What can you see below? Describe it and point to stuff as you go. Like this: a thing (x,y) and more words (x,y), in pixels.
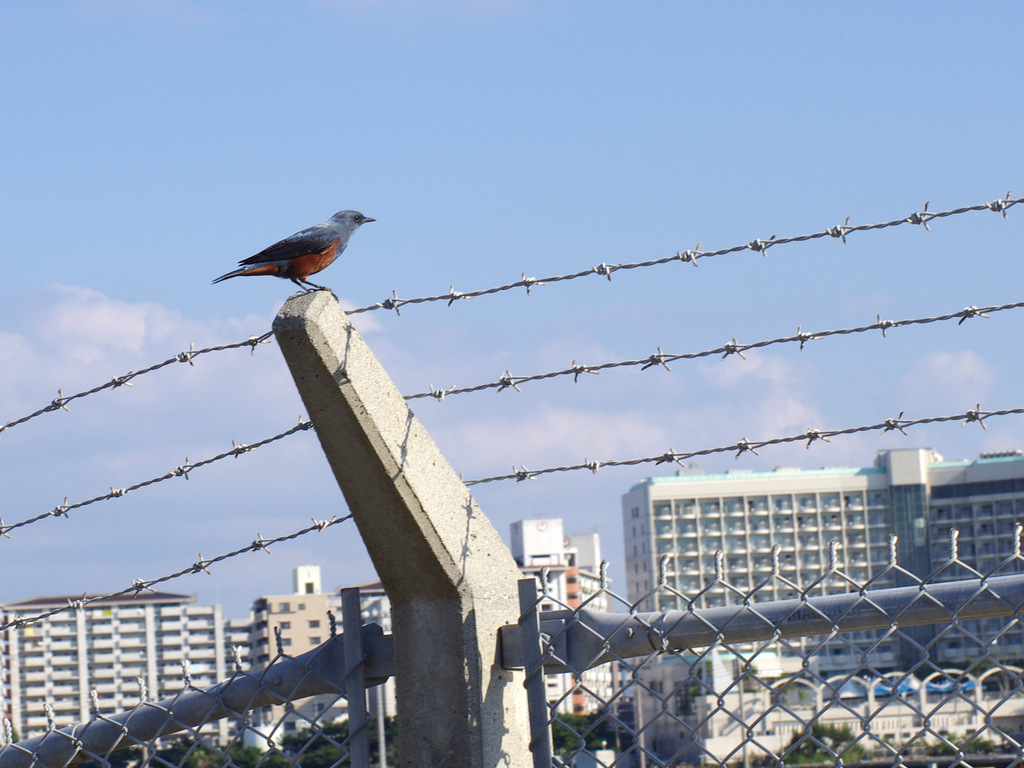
In this image I see the fencing (50,730) over here and on this stone (449,706) I see a bird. In the background (548,433) I see the buildings (702,512), trees (809,762) and the clear sky (559,493).
